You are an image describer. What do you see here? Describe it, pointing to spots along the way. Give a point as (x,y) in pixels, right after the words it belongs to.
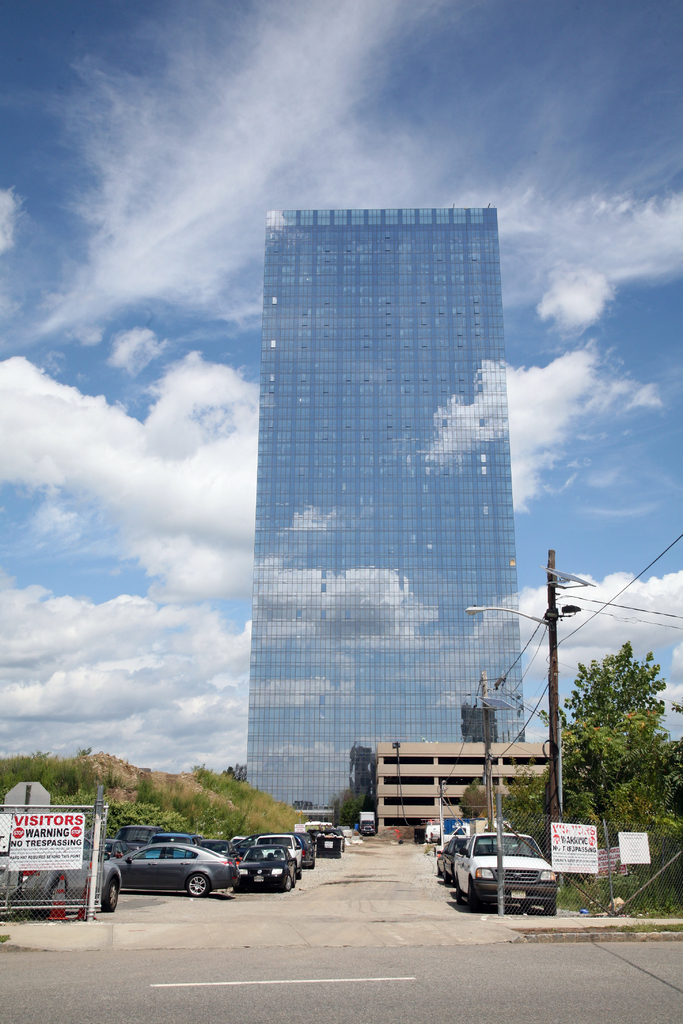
In the foreground of the picture (219,928) there are vehicles (548,877), street light (543,620), current poles (553,626), cables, trees (610,808), building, footpath (386,945) and road (339,958). In the center of the picture (302,349) there is a building (362,370). Sky (191,352) is sunny.
